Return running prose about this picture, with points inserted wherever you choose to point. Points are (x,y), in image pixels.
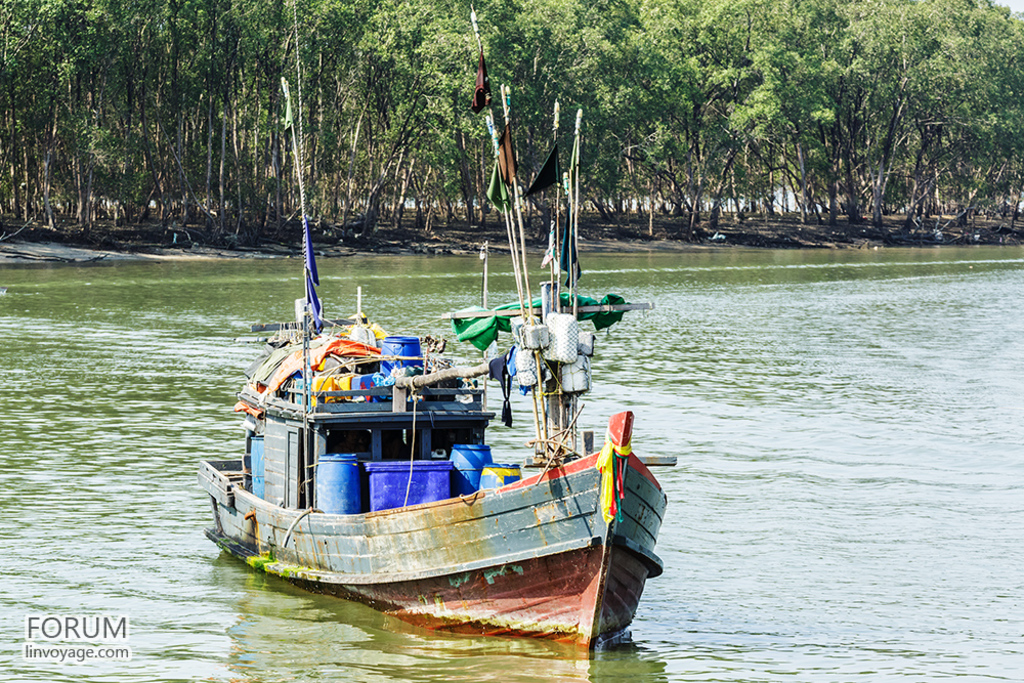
In the middle of the image (411,416) we can see a boat (506,526) on the water (699,526), in the background (735,109) we can find few trees (573,131), and also we can see few barrels (351,494) in the boat (354,424), at the left bottom of the image (59,641) we can see some text (59,627).
